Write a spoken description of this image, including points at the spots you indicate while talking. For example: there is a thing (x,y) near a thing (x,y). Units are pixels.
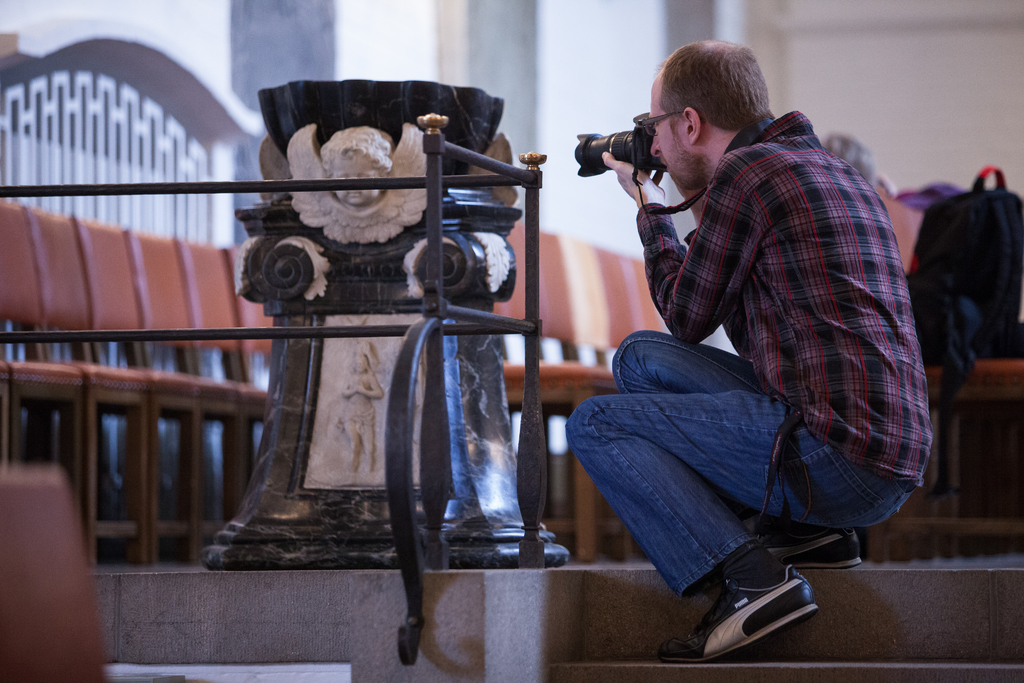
On the right side of the image (759,452) there is a person (712,390) sitting on the steps (807,620) holding camera (645,164). On the left side of the image (262,503) we can see a statue (287,302). In the background (137,367) we can see chairs (988,371), bag (958,351), and wall (544,40).
